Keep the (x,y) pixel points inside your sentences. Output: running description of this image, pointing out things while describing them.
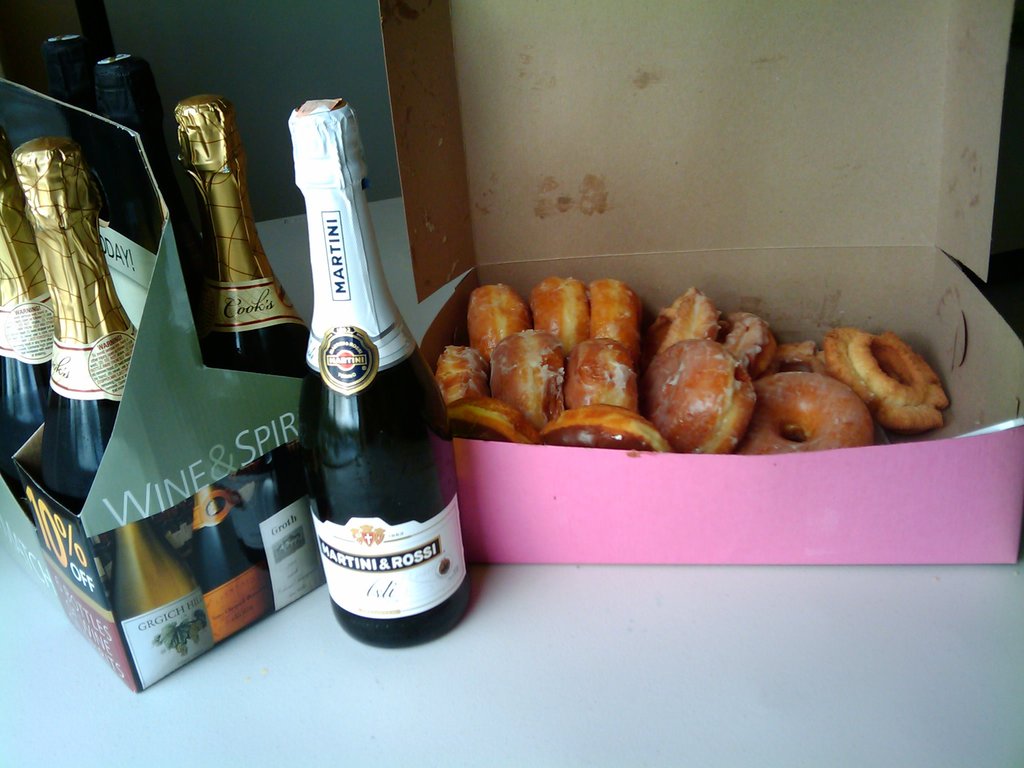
On the left (231,231) these are the wine bottles (211,362), on the right side (747,278) there are donuts (686,373) in this box (735,290).
